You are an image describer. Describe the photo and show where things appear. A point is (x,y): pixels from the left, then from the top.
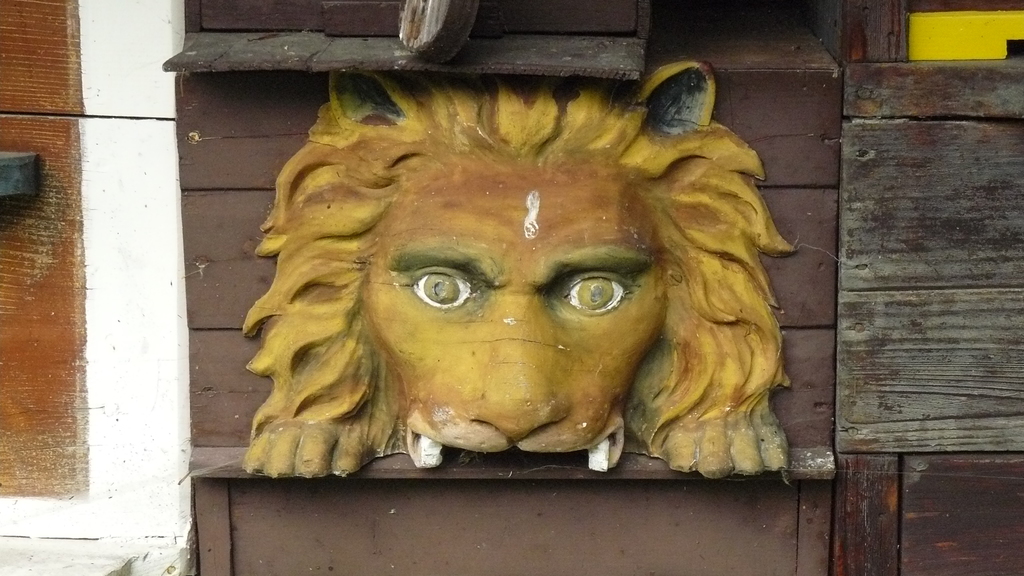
There is a sculpture of an animal (483,318) on a wooden wall (263,153) as we can see in the middle of this image (439,342).
